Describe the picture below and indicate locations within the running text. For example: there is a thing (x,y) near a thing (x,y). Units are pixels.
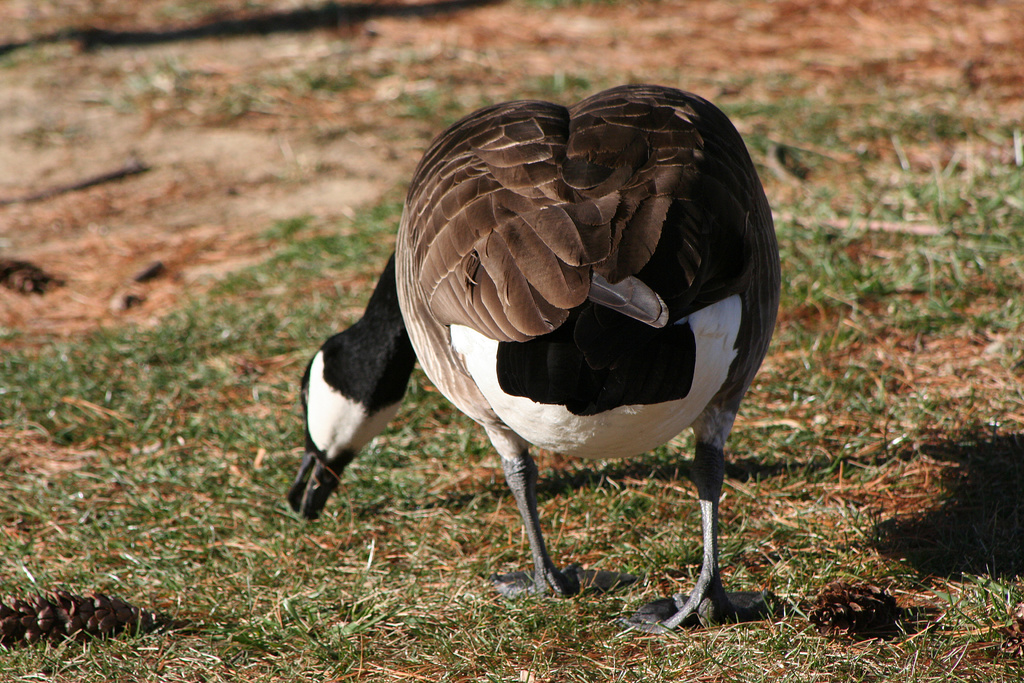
In this picture there is a goose (457,303) who is eating grass (220,572).
